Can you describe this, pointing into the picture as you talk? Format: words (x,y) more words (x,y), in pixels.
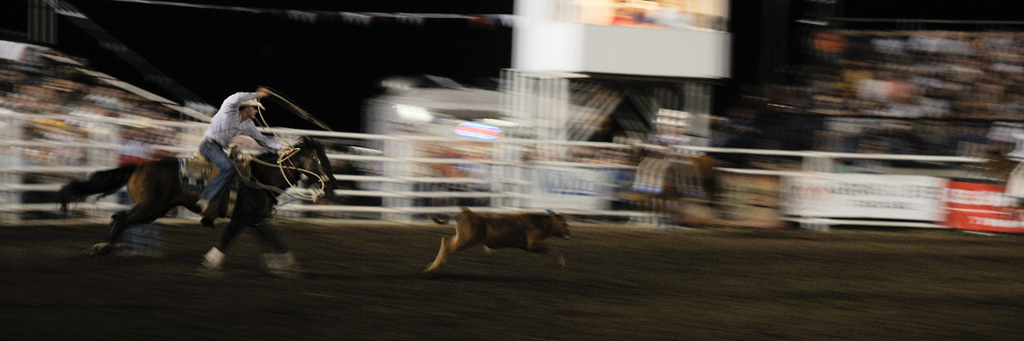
This is a blur image. On the left side of the image (246,99) we can see a man (219,125) is riding a horse (286,186) and roping a calf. In the background of the image (466,193) we can see the railing (934,159), boards (847,190), lights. On the boards (923,186) we can see the text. At the bottom of the image (365,289) we can see the ground (262,314).
